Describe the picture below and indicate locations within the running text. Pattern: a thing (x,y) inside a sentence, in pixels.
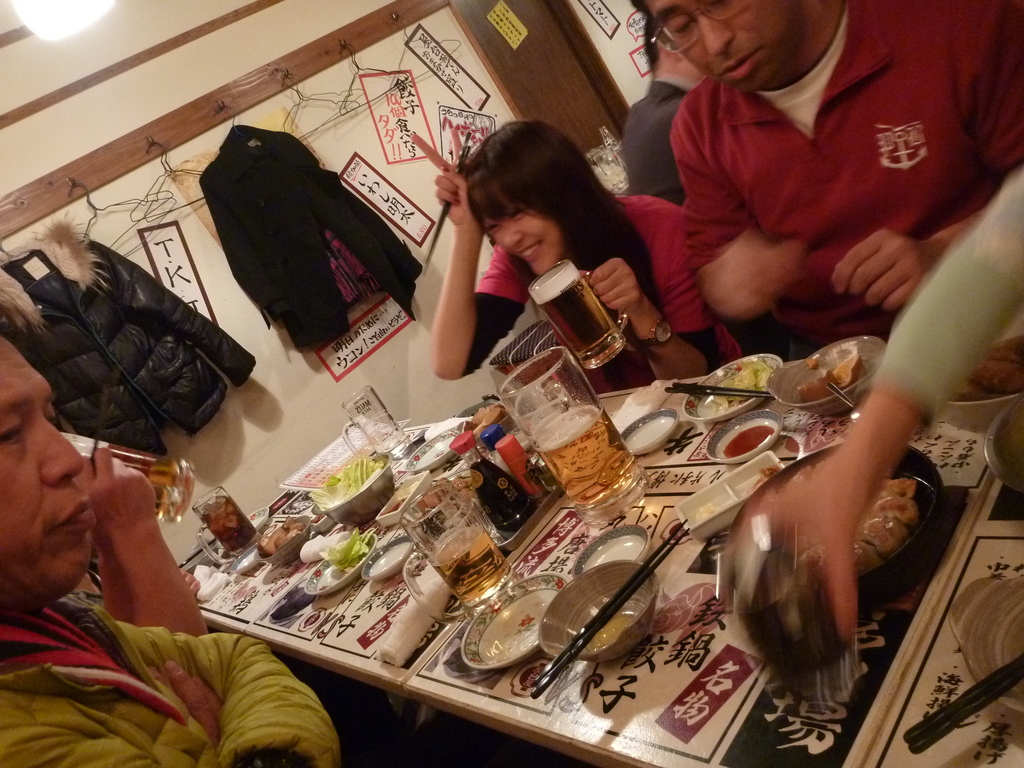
In this picture I can see few people (716,211) are sitting in front of the table (715,684), on which we can see so many thing (528,605) are placed on it and also we can see some coats (237,265) are hanged to the wall (219,261).
